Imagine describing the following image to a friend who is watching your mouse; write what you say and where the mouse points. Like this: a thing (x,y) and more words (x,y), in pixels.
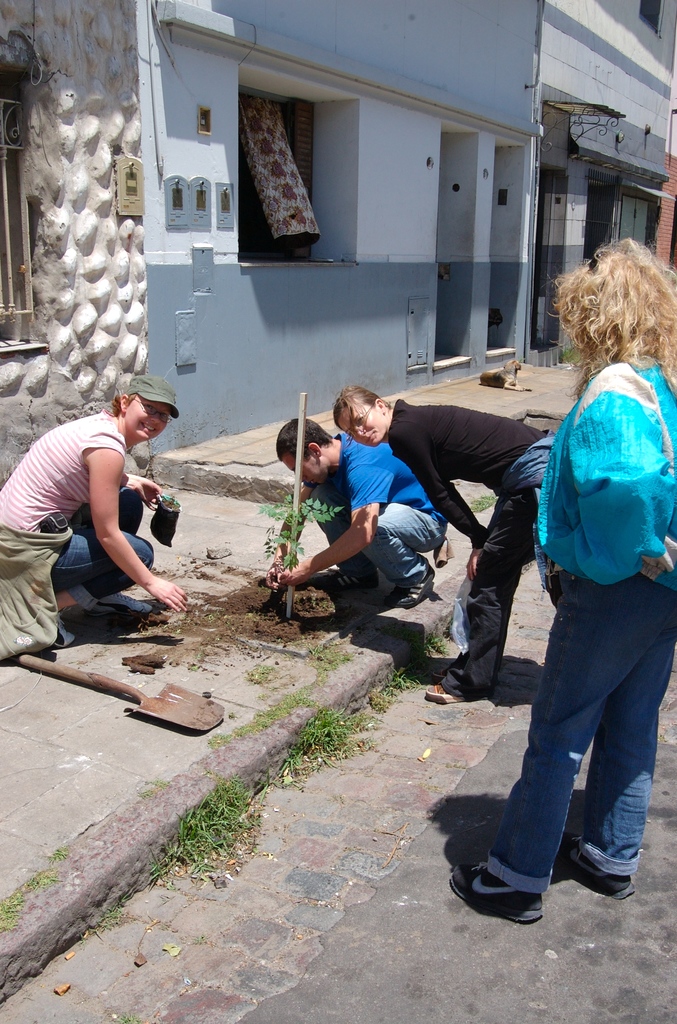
In this picture there are two persons (347,560) sitting and holding the plants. There are two persons (485,479) standing. There is a tool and there is a dog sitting on the footpath (121,792). At the back (158,301) there are buildings (327,235) and there are devices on the wall (521,220) and there is a window (266,254) behind the curtain (306,198). At the bottom (341,867) there is a road (349,855) and there is grass (314,757).
